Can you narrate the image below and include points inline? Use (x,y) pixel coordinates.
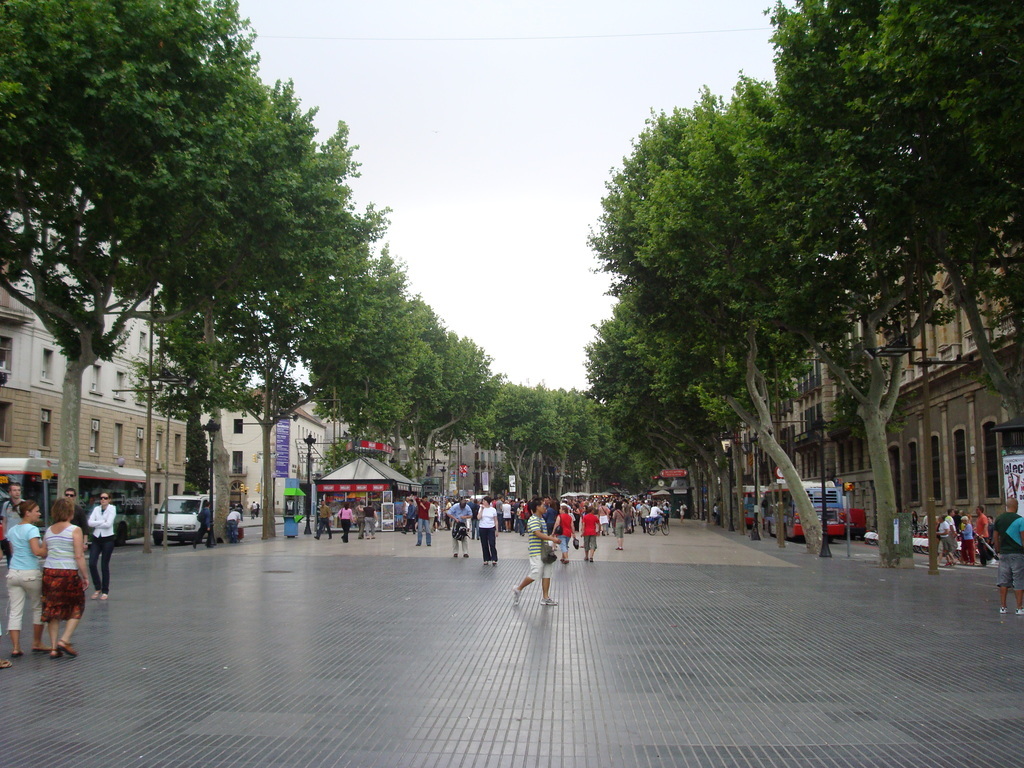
In this image we can see a road (463,626). There are many people (455,520). Also there are vehicles (786,494). On the sides of the road (398,551) there are trees (734,403). And there is a stall (370,490). Also there are buildings (22,379) with windows (100,373). At the top (452,144) there is sky (607,154).
